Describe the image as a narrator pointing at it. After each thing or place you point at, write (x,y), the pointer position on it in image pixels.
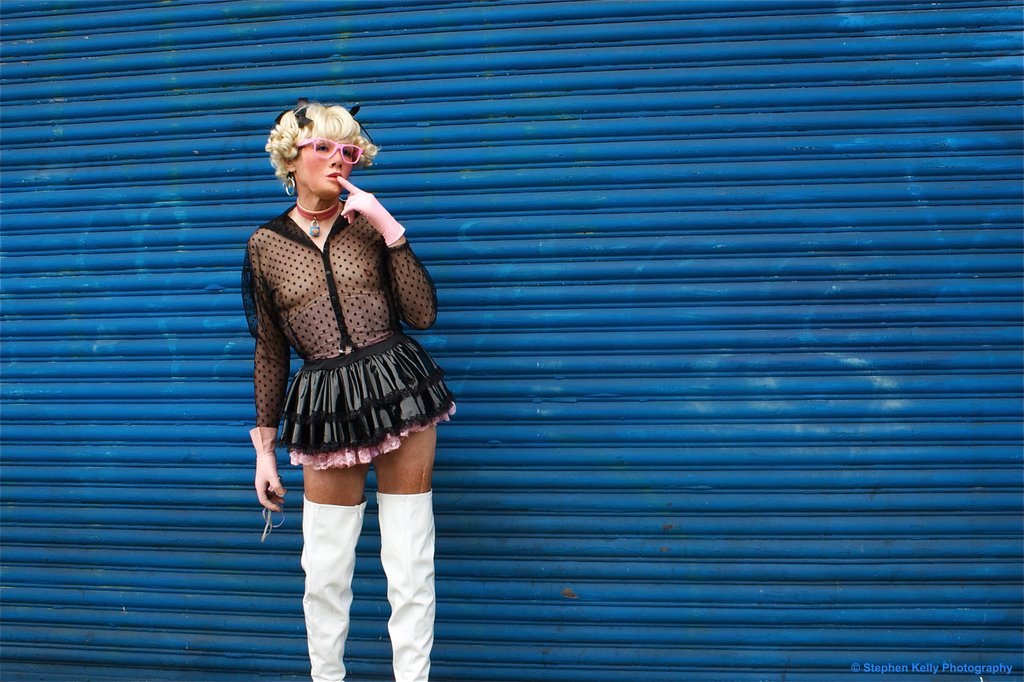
In this image we can see a person (277,290) standing and holding some objects (275,506) and in the background (178,430), we can see the wall (39,318) which is in blue color.
